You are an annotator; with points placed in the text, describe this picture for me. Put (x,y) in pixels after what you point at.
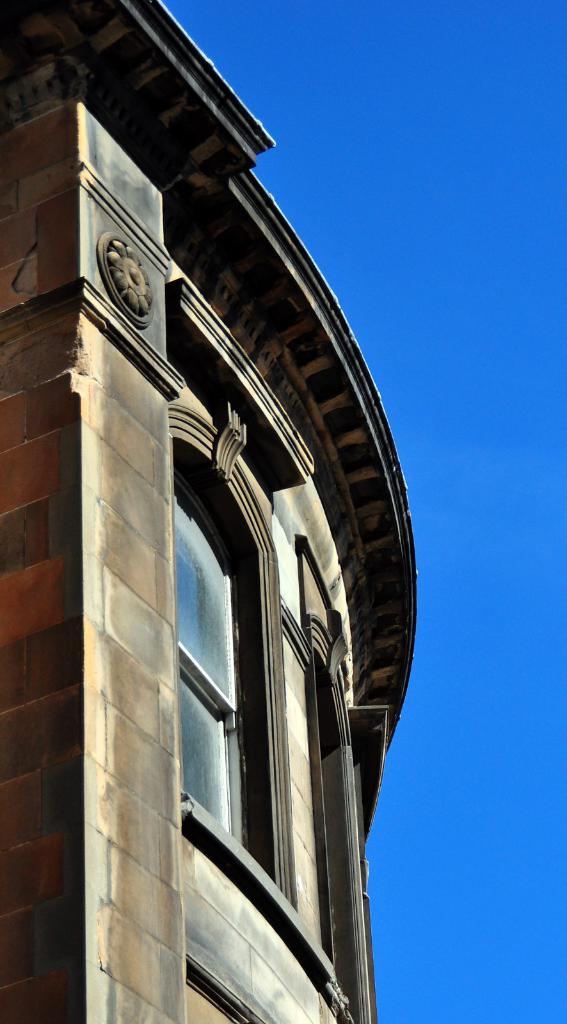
In this picture I can see the building (210,277). On the right (467,128) I can see the sky (529,598). In the center (210,626) I can see the windows (202,805).
